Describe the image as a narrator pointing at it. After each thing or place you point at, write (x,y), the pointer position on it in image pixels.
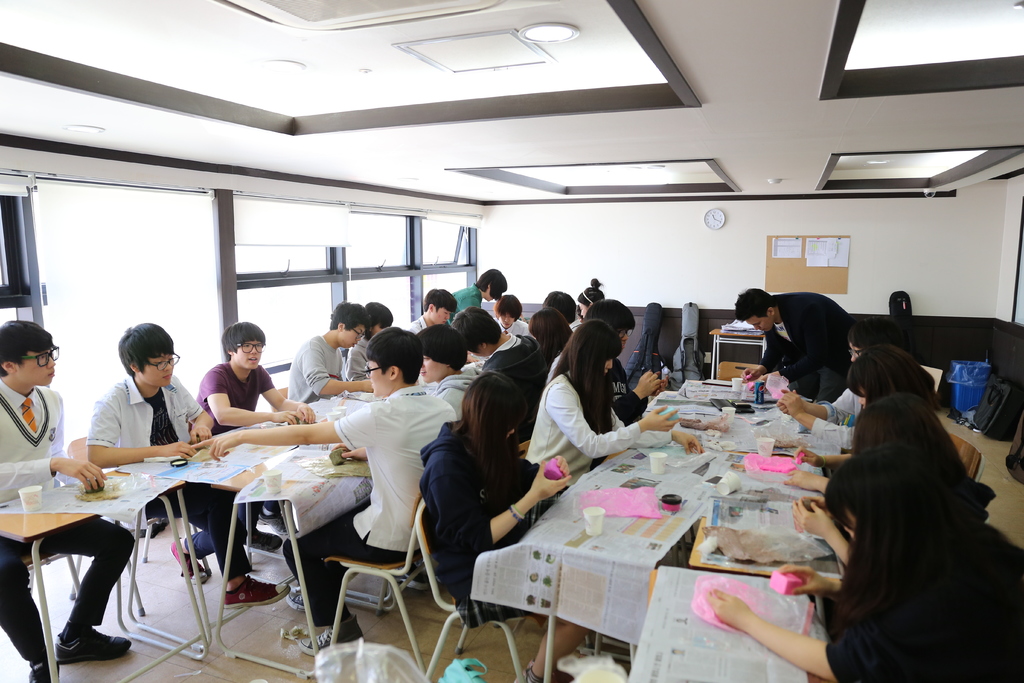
Group of people (510,480) sitting on the chairs (739,365). These two persons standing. We can see tables (142,628) and chairs (369,564) on the table (614,547) we can see papers (599,572), cups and things (779,582). On the background (681,223) we can see wall (694,252), clock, board (821,268). On the top (556,34) we can see lights (536,40). This is floor (269,650).
